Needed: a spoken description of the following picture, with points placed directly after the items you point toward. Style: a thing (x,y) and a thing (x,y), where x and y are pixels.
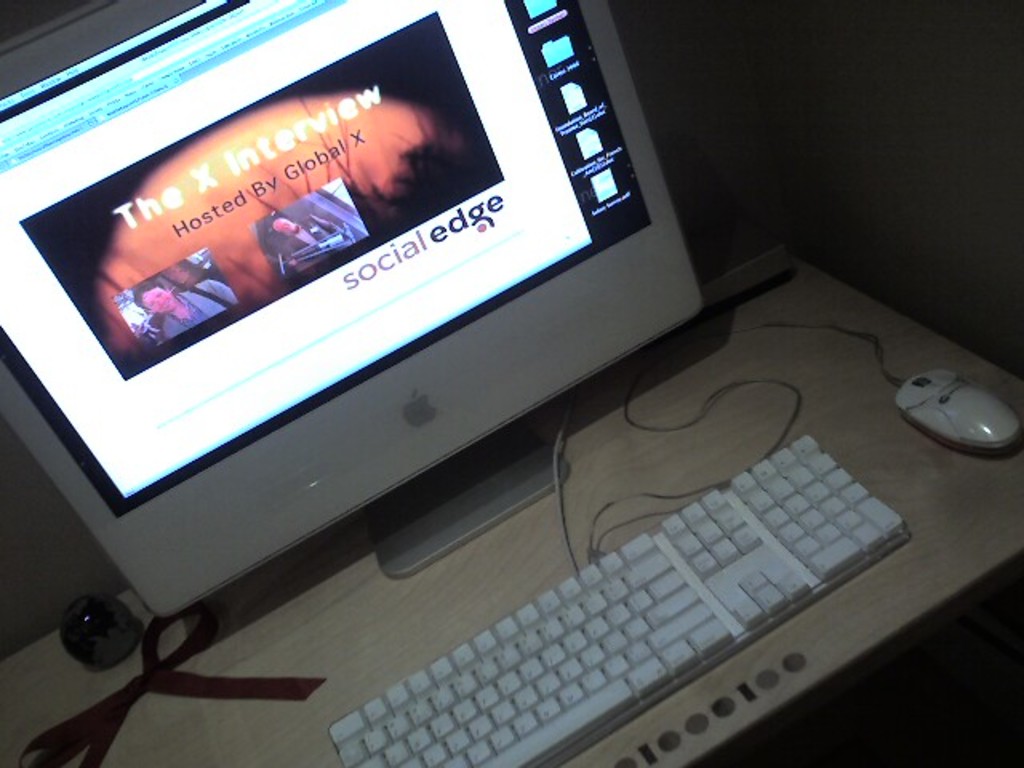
There is one desktop (381,376), keyboard (796,459) and a mouse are present on a table (556,560) as we can see in the middle of this image (587,490).
